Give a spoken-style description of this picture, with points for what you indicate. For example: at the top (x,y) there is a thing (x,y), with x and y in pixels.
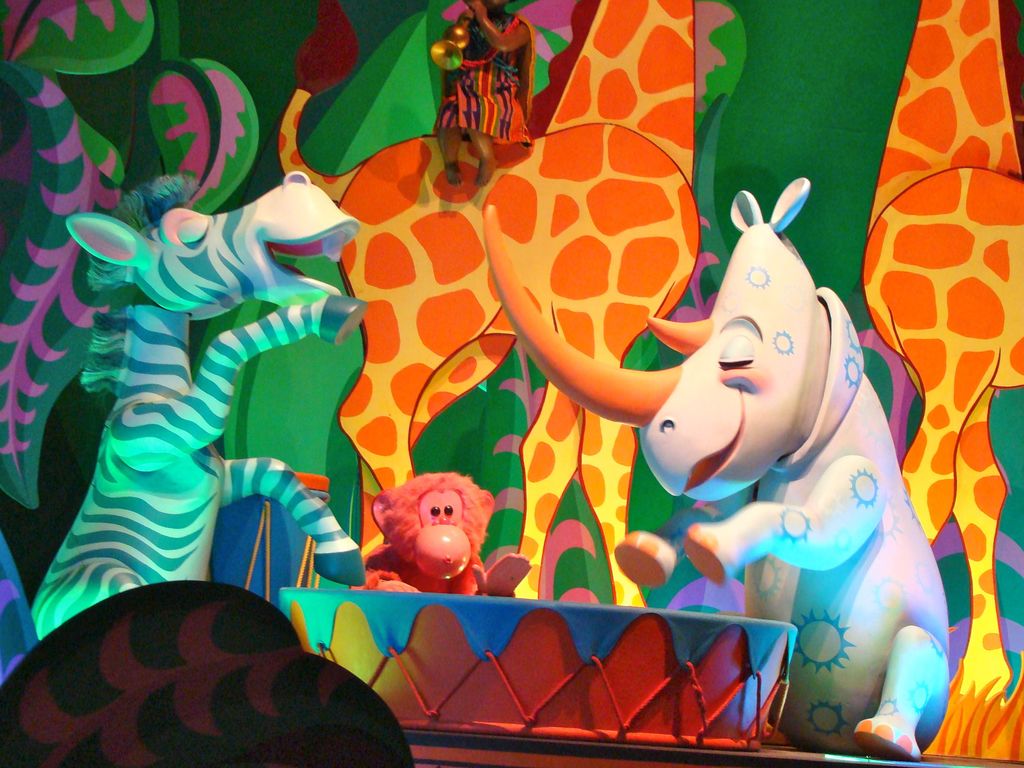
In the image we can see there are cartoon statues (960,432) of animals (631,335) standing on the stage (721,750). There is a statue (180,344) of zebra (215,304), rhinoceros (769,612), monkey (494,569) and giraffe (596,210). There is a drum (603,648) kept on the stage (725,763).
